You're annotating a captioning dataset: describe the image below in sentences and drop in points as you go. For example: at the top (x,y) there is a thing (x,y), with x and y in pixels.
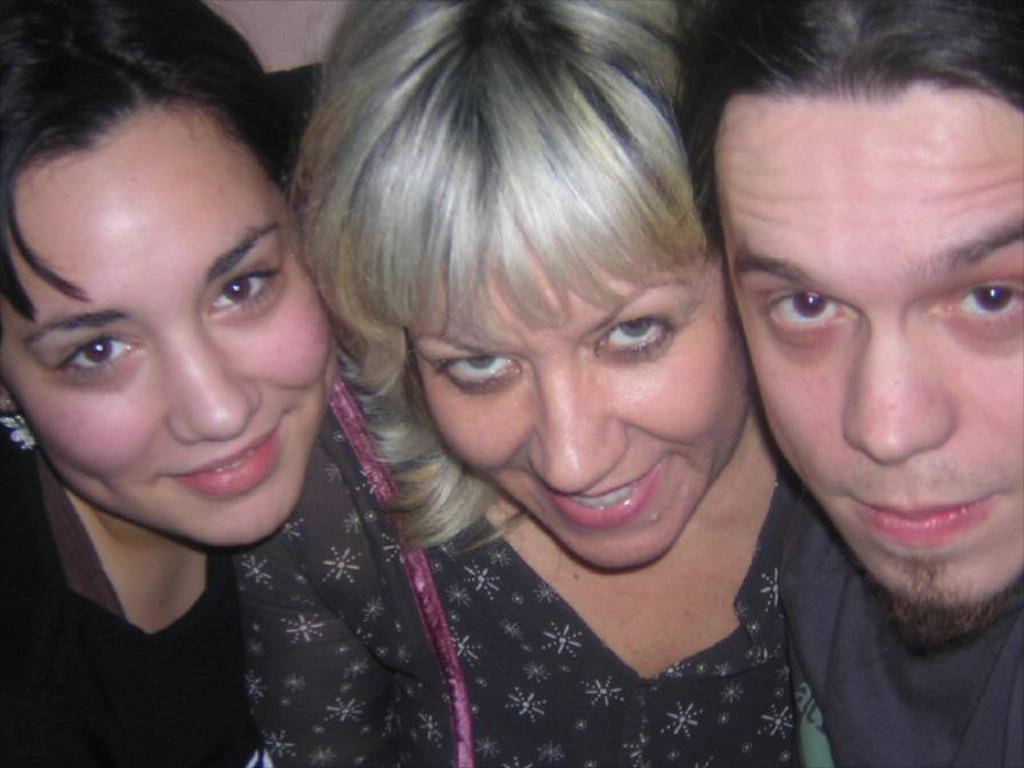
There are people (478,471) in the center of the image (477,357).
